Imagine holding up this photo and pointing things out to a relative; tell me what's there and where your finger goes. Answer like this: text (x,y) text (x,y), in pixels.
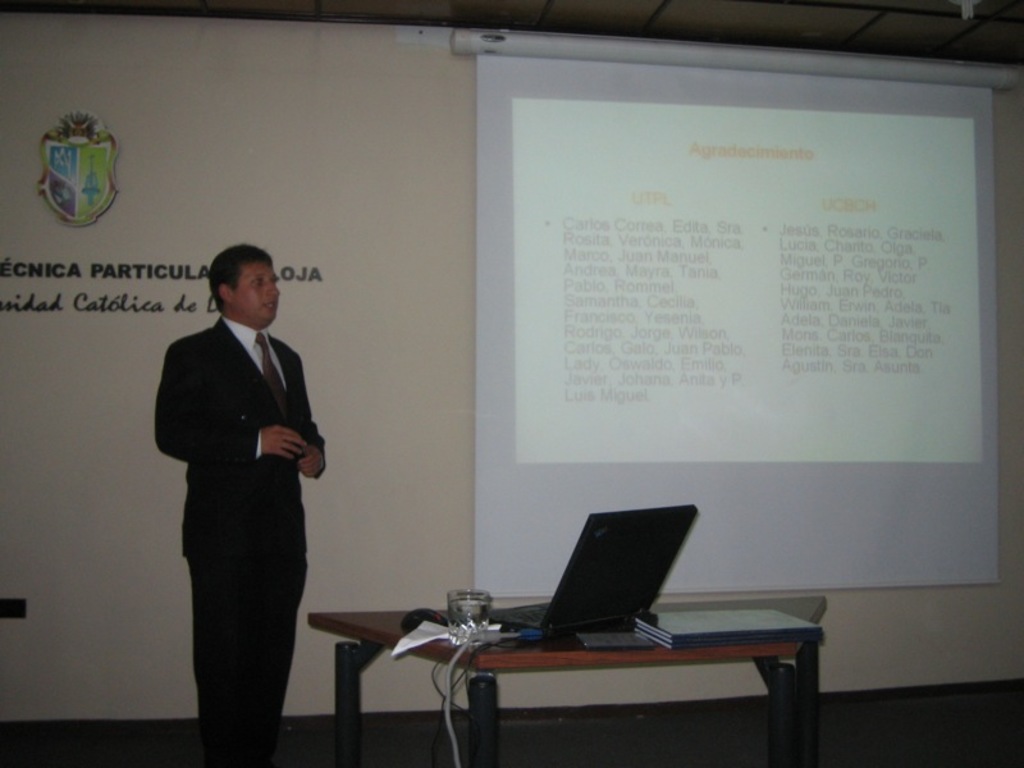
A screen (688,330) is on wall (416,194). This person (278,365) wore black suit (241,499) and tie (268,370) is standing. In-front of this person (259,562) there is a table (696,660), on this table (463,657) there are books (651,640), glass of water (475,615), mouse (443,620), cables (488,628) and laptop (618,594). A shield (84,160) on wall (145,191).
